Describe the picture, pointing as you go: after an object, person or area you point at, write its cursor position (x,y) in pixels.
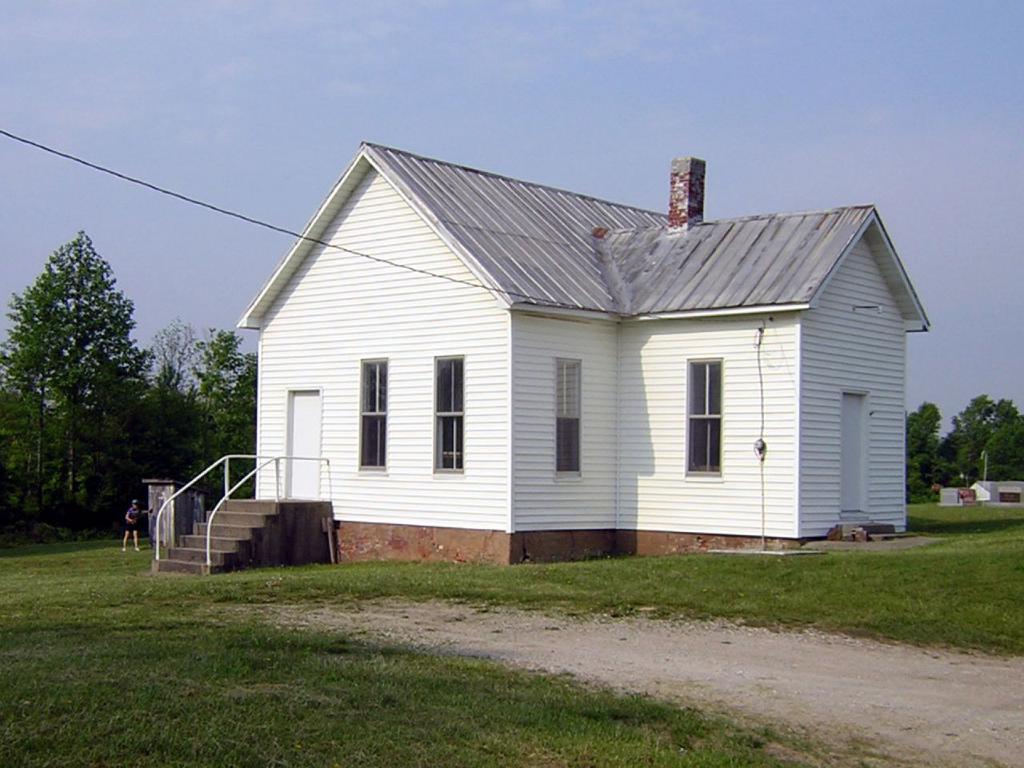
In the image there is a house (691,450) in the middle of the grassland (821,599) and behind it there are trees (952,455) all over the image, on the left side (125,540) it seems to be a person (137,521) standing and above its sky (701,68).
